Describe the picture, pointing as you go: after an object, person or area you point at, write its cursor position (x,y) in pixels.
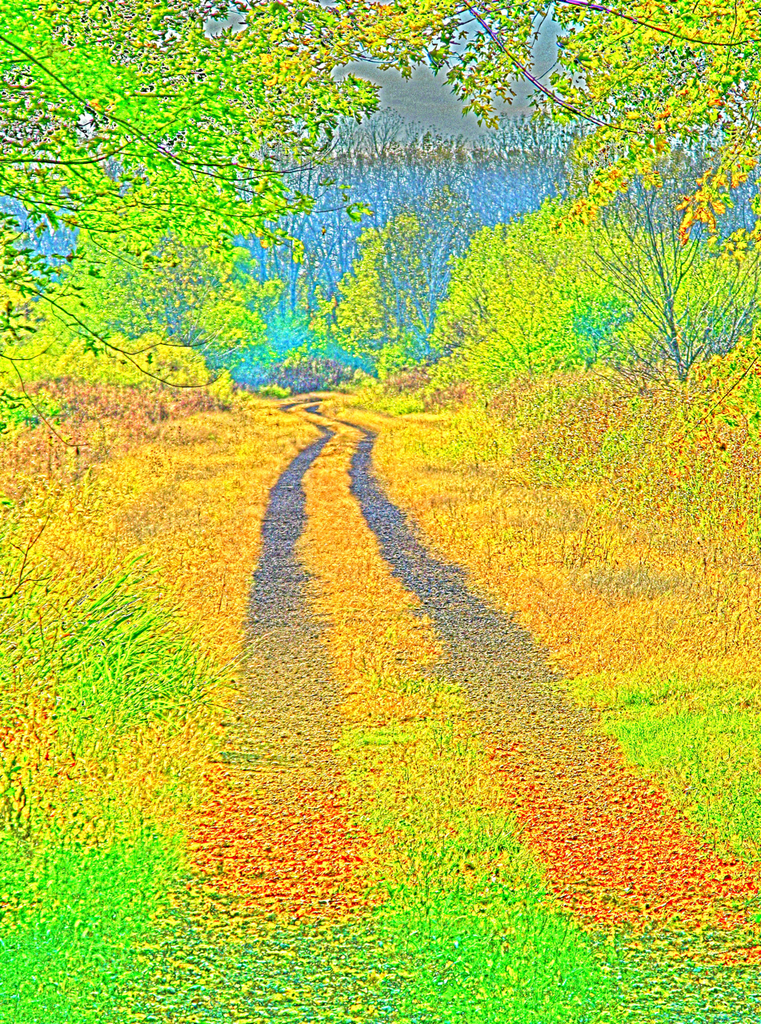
It is a painted image. In this image there is grass (96,880) on the surface (257,479). In the background of the image (608,294) there are trees (562,284).
